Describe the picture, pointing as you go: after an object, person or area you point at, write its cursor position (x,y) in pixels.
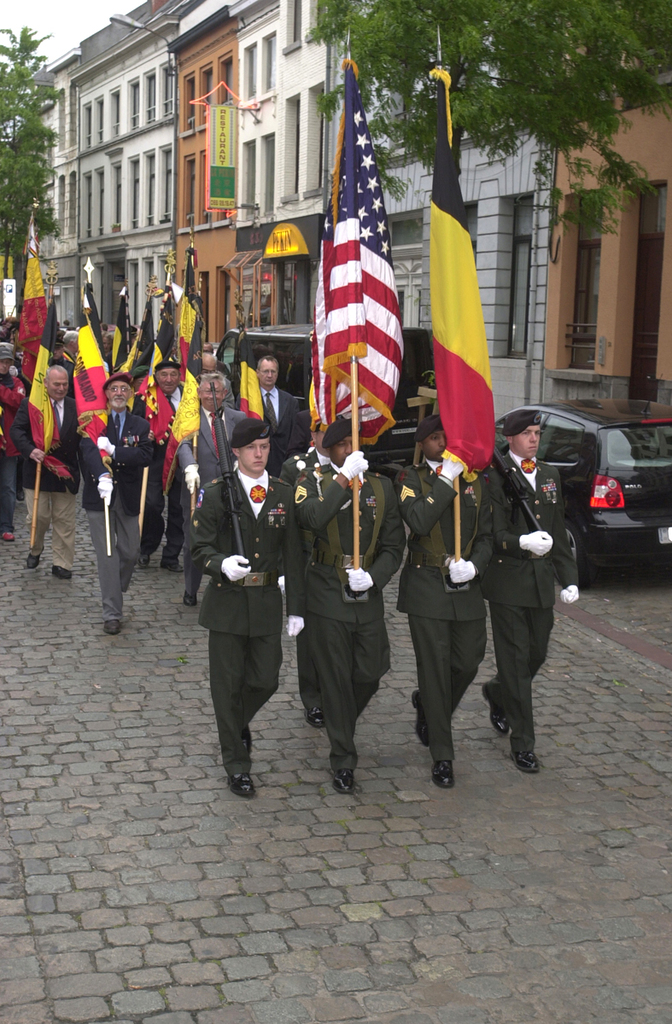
In this image we can see some people (330,533) wearing different costumes (115,381), holding flags (374,320) and marching on the road (372,811). And we can see the building (66,311) and windows (139,196). And we can see some vehicles (558,459). And we can see the trees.
